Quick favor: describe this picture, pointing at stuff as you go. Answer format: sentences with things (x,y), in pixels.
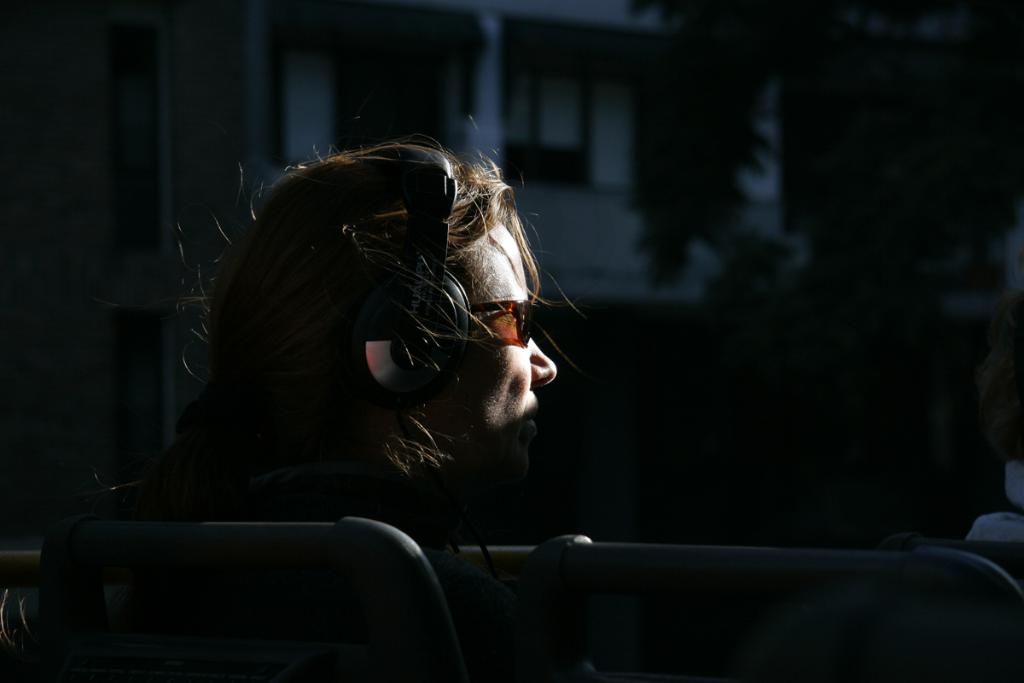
In the image a person (355,204) is sitting and wears a headphone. Behind her there is a tree (981,119) and building (258,28).
